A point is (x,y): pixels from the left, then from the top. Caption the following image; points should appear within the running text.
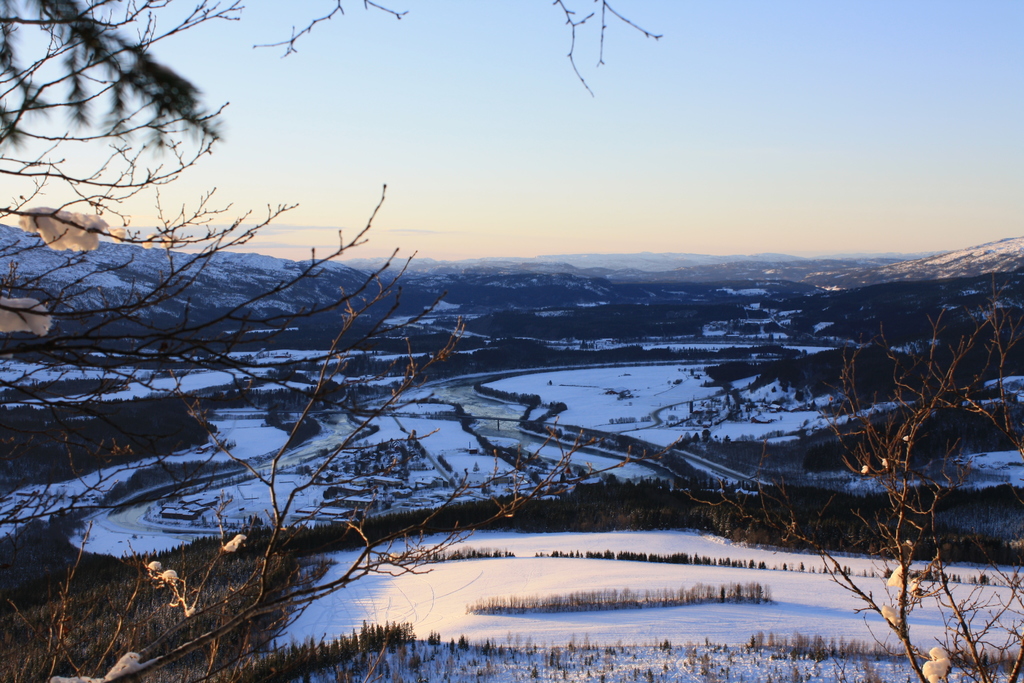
There are plants (443,531) and snow surface (540,588) in the foreground area of the image (521,508), it seems like mountains (577,284), snow (225,264) and the sky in the background (585,321).
